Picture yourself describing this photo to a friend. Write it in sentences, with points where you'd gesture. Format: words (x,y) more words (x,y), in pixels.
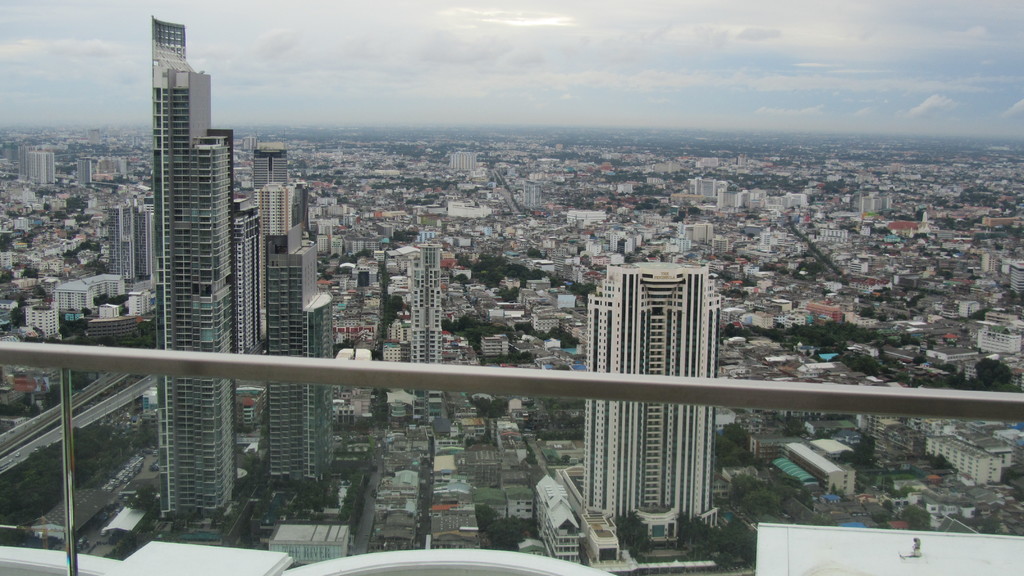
In this picture I can see the rods (43,356) in front (691,383) and in the middle of this picture (617,277), I can see number of buildings (66,276) and on the top of this picture (357,98), I can see the sky (575,45) which is a bit cloudy.
